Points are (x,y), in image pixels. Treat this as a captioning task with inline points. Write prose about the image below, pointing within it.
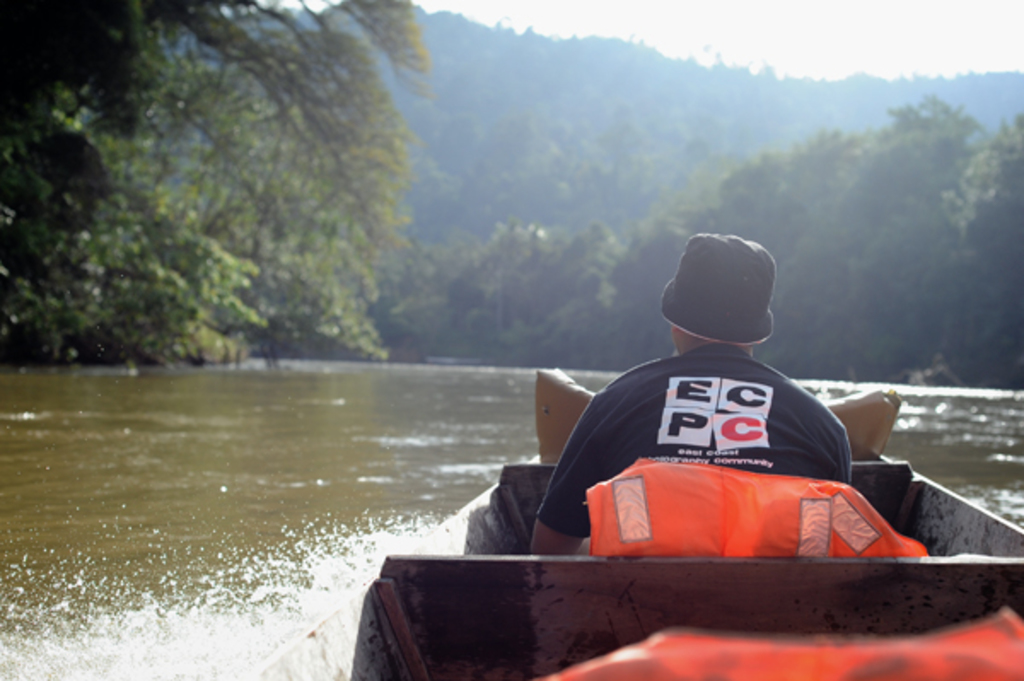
There is a person (680,374) wearing cap (749,308) is sitting on a boat (697,575). In the back (272,509) there are trees (351,161) and water (359,441).
